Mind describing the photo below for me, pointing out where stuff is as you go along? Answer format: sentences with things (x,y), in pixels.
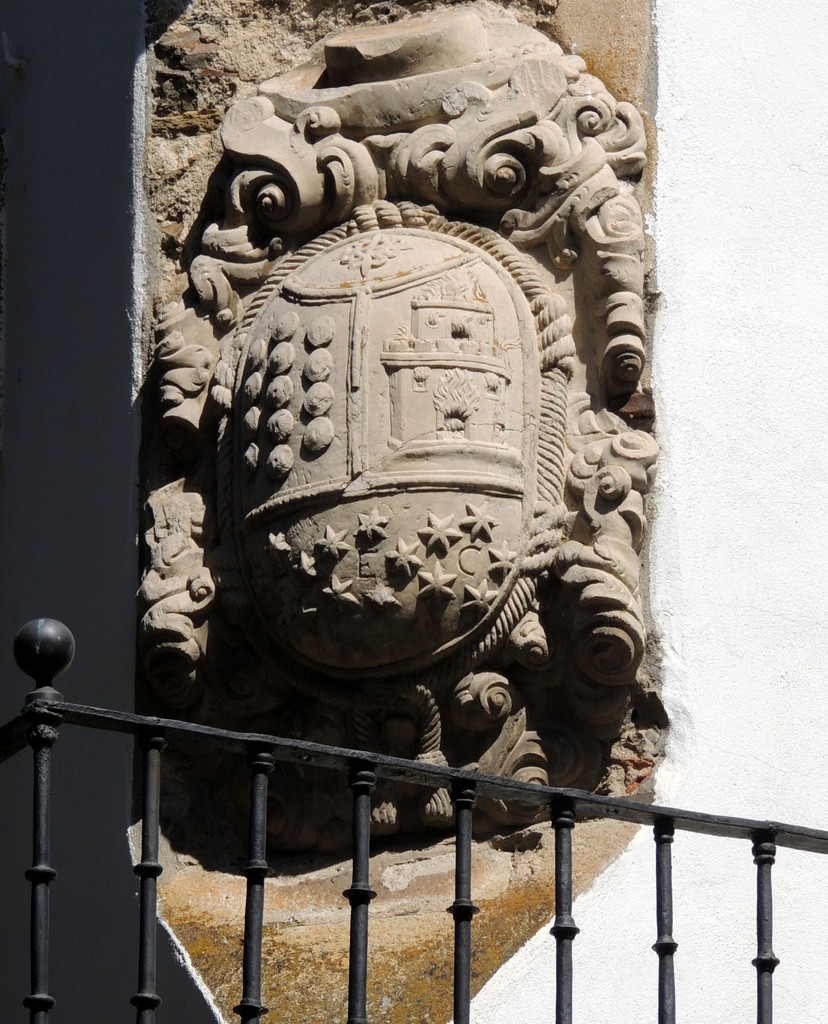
In this image we can see a sculpture (435,669), fence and a pillar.
